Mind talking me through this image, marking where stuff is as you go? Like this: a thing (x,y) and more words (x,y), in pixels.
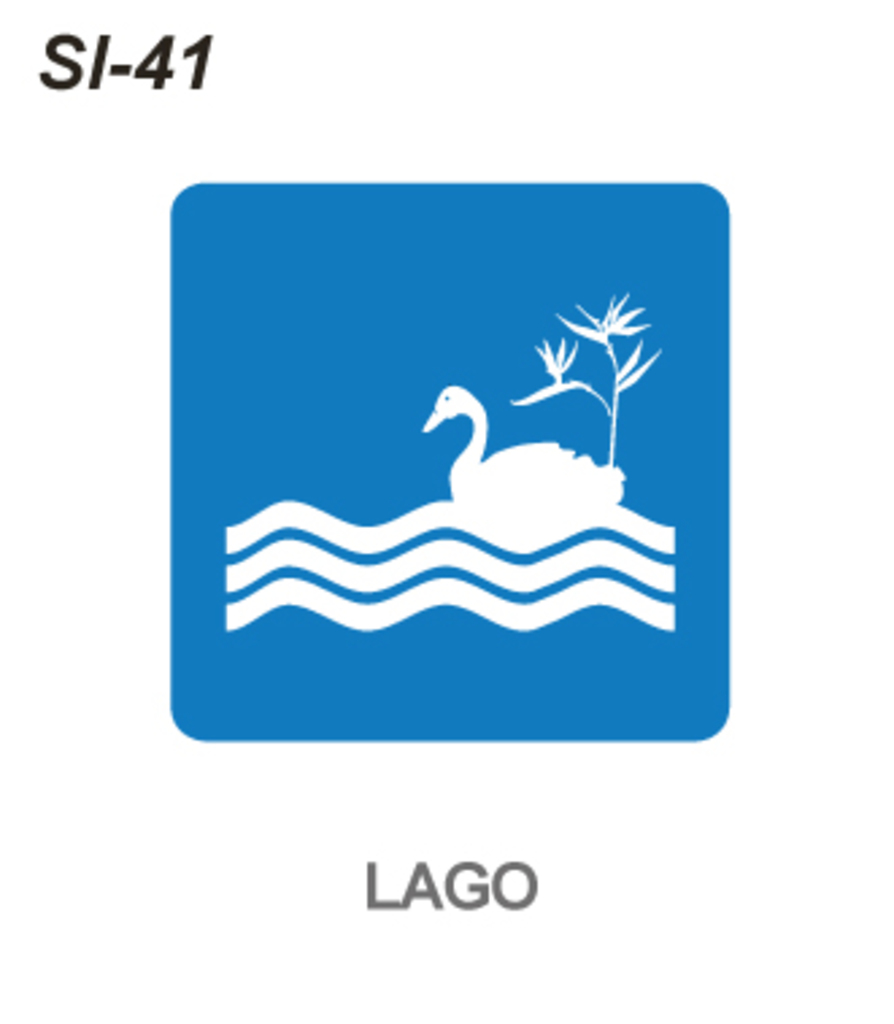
In this picture we can see a logo (343,511).
